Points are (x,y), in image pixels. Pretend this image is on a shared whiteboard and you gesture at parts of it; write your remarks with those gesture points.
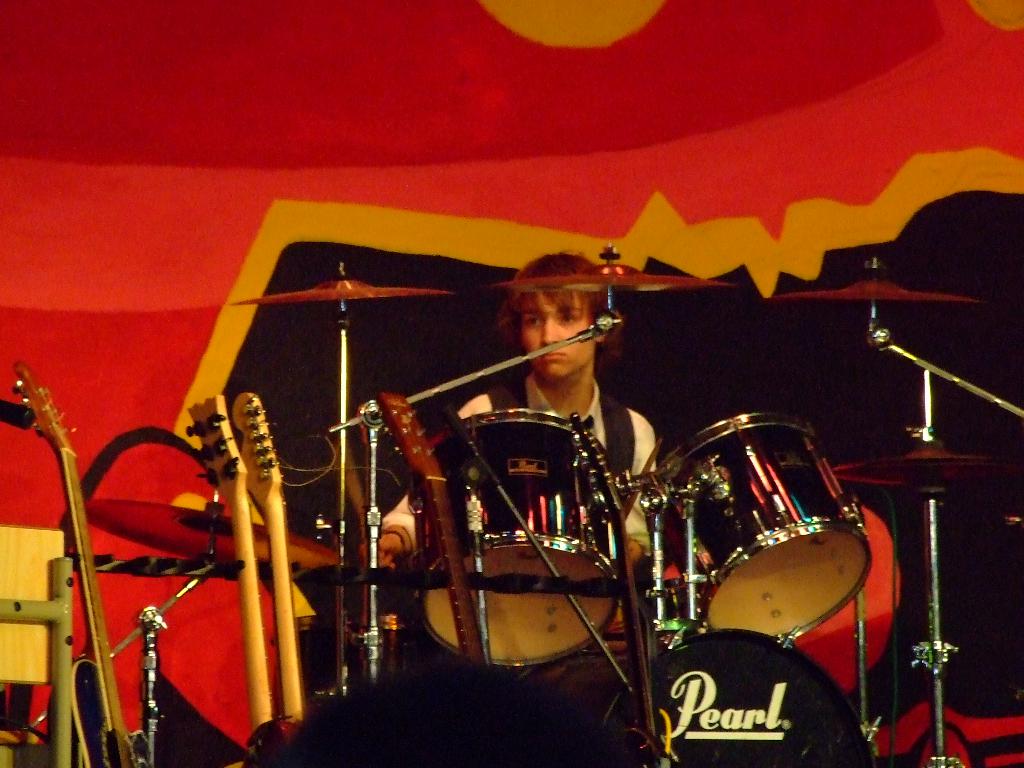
a person (545,330) is playing drums (459,535). in the front (284,640) there are 4 guitars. on a drum (760,738) pearl is written.
